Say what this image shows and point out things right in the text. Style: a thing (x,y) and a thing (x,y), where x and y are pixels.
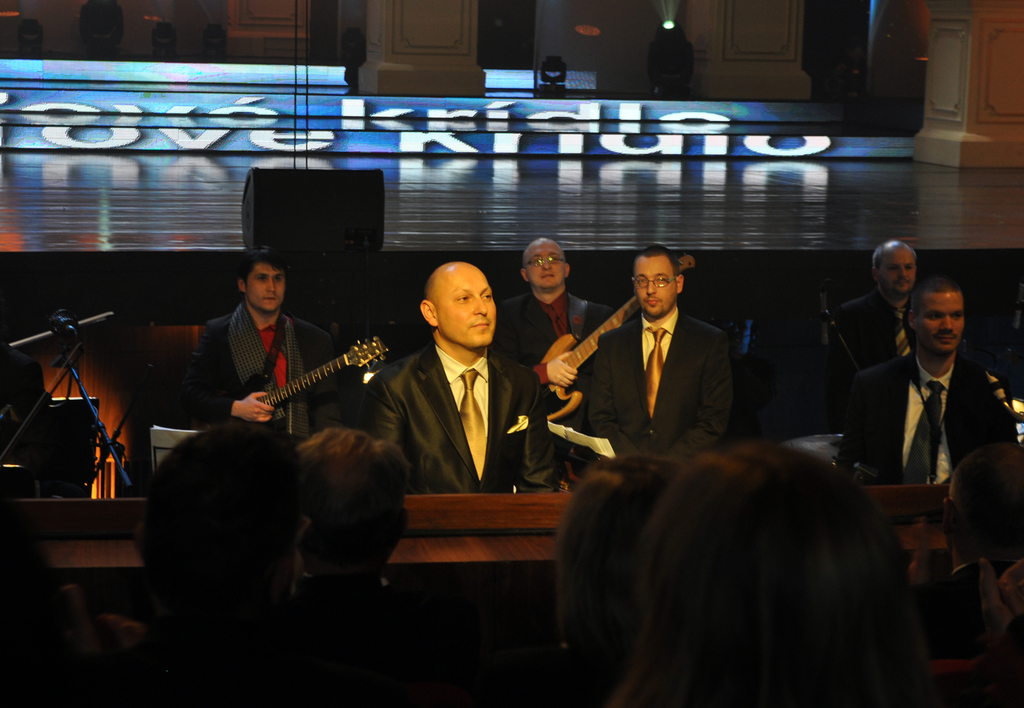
In this Picture we can see a group of people (507,378) are performing the musical stage show and the front audience (609,631) is watching, Back we can see the man (427,414) wearing black coat (427,445) and tie (476,435) is watch straight and the behind person (276,340) is playing the guitar (321,374), Extreme behind we can see the stage (443,184), banner (706,107) and spot lights (670,66).
